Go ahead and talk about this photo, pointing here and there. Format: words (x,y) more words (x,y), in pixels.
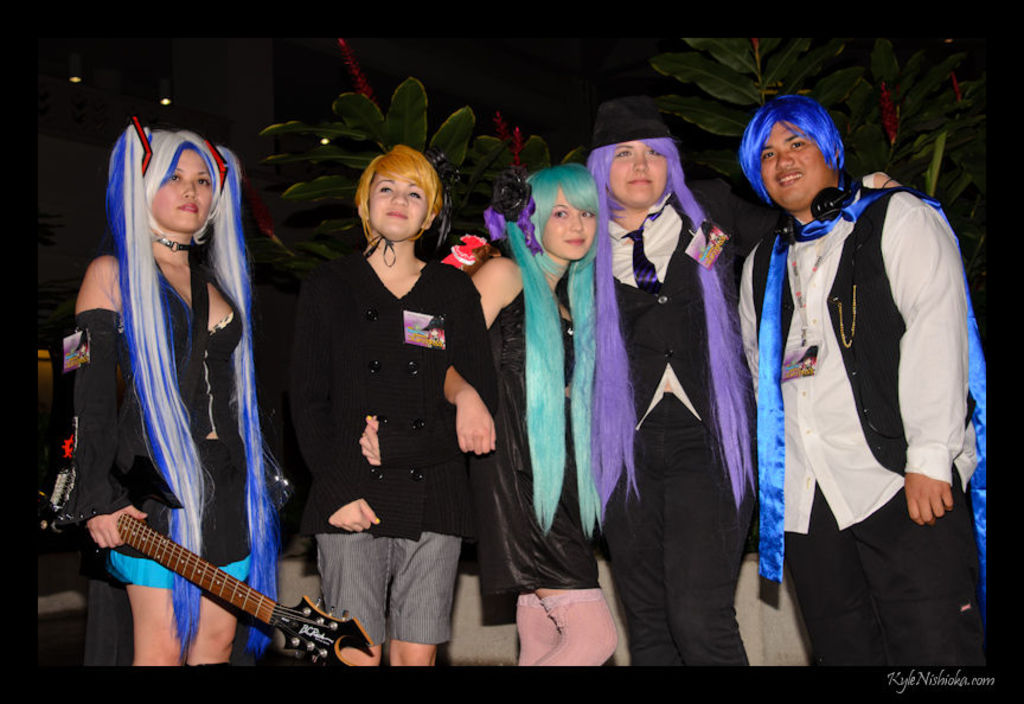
In this image i can see a group of people (492,403) are standing and smiling. I can see a woman (114,491) on the left side (131,482) is holding a guitar (168,490).
